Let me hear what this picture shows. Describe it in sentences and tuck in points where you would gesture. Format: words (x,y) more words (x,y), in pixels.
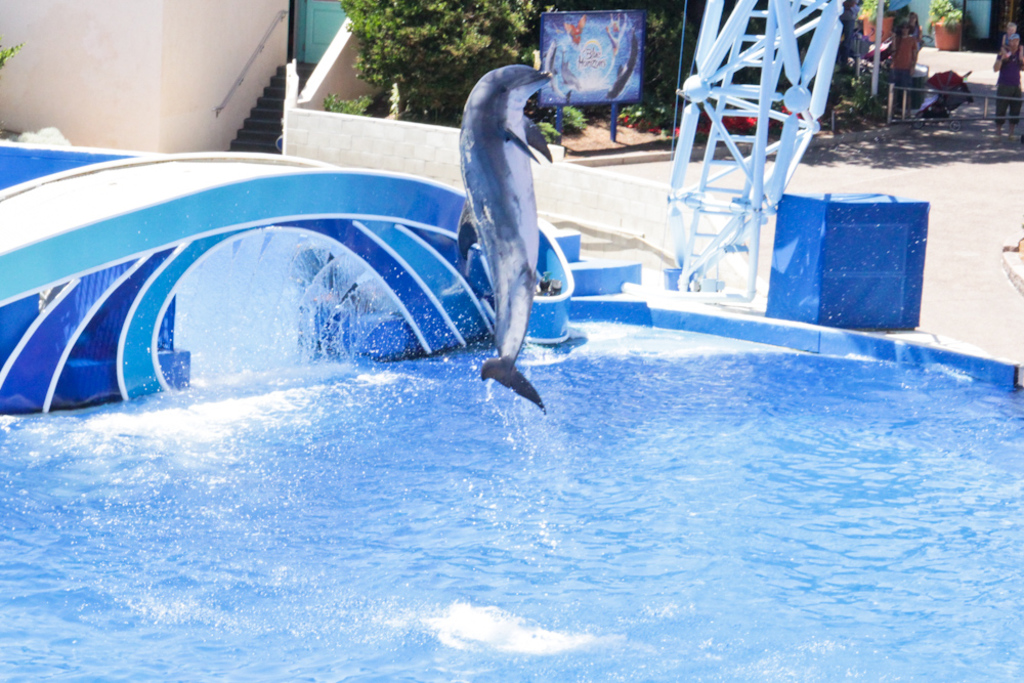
Here we can see dolphin (498,233) and water (342,450). Background we can see people (910,47), board (571,34), plants (949,28), steps (274,109) and wall (246,86).
